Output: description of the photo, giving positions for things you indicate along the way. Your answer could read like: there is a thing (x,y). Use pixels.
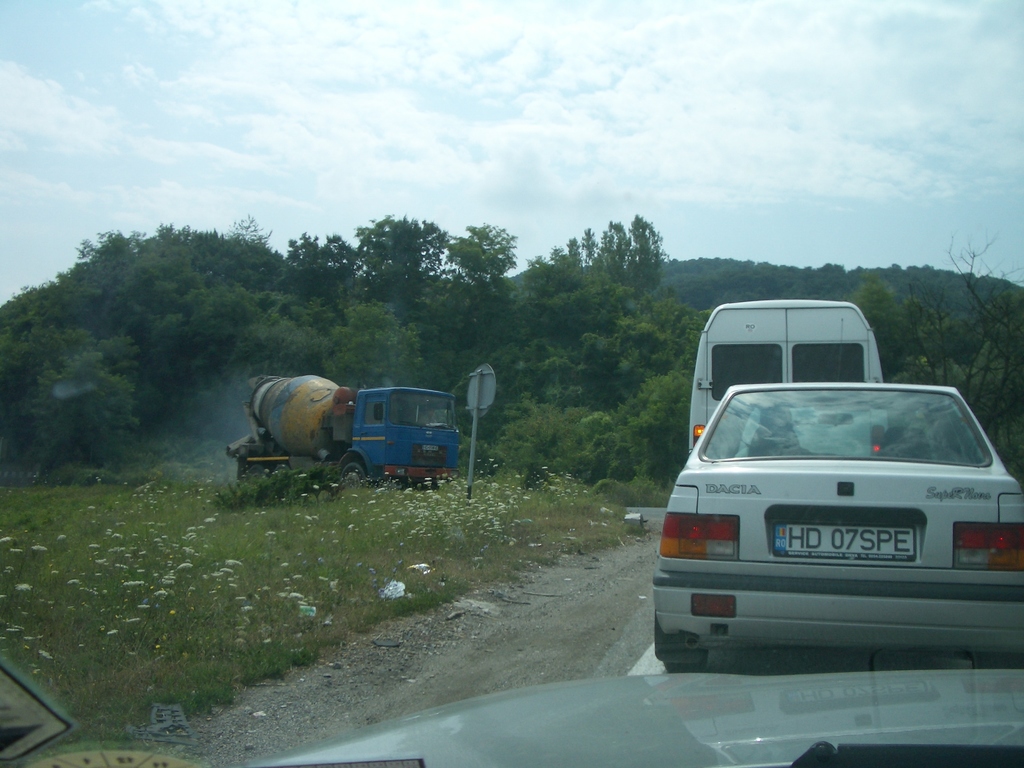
In this picture we can see a few vehicles (704,766) on the road (256,754). There are some flowers (428,513) and grass (267,543) is visible on the ground (440,519). We can see a few objects (470,403) on the left side (75,766). There are a few trees (490,274) visible in the background (17,373). Sky (475,187) is blue in color and cloudy.
